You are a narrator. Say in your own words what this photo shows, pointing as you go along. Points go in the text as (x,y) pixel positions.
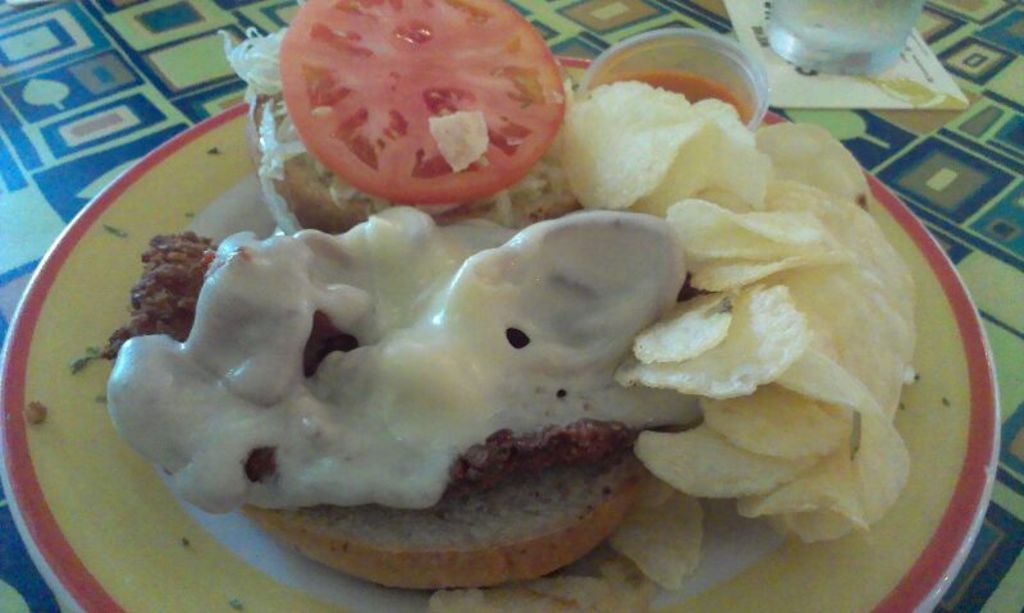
In this image there is a table (989,1), on that table (967,83) there is a glass (832,15) and a plate (954,507), in that plate (933,297) there is a food item (498,247).
